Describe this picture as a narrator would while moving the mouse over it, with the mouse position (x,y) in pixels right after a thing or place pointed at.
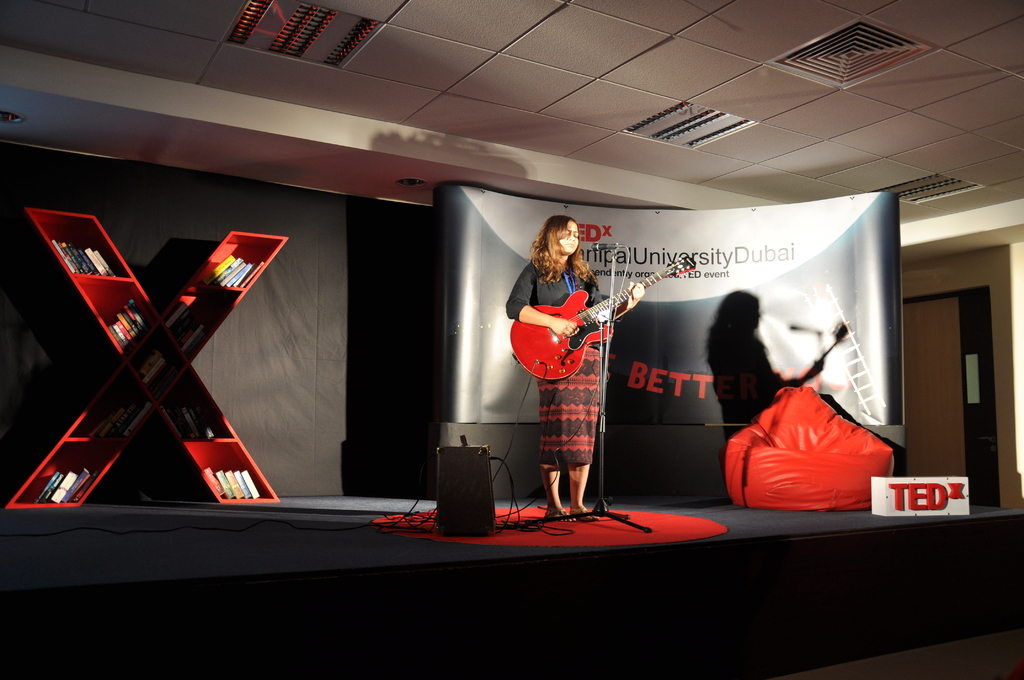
This person (547,448) standing and playing guitar (587,310), in front of this person (594,286) there is a microphone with stand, behind the person (560,264) we can see banner (632,255), furniture (149,324) and furniture (133,401) contain books (255,491). On the top (259,24) we can see lights (312,50) and we can see cables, electrical device (464,488), bean bag (802,443), mat (596,536) on the stage (425,546). On the background (981,265) we can see wall (933,260), door (960,421).
